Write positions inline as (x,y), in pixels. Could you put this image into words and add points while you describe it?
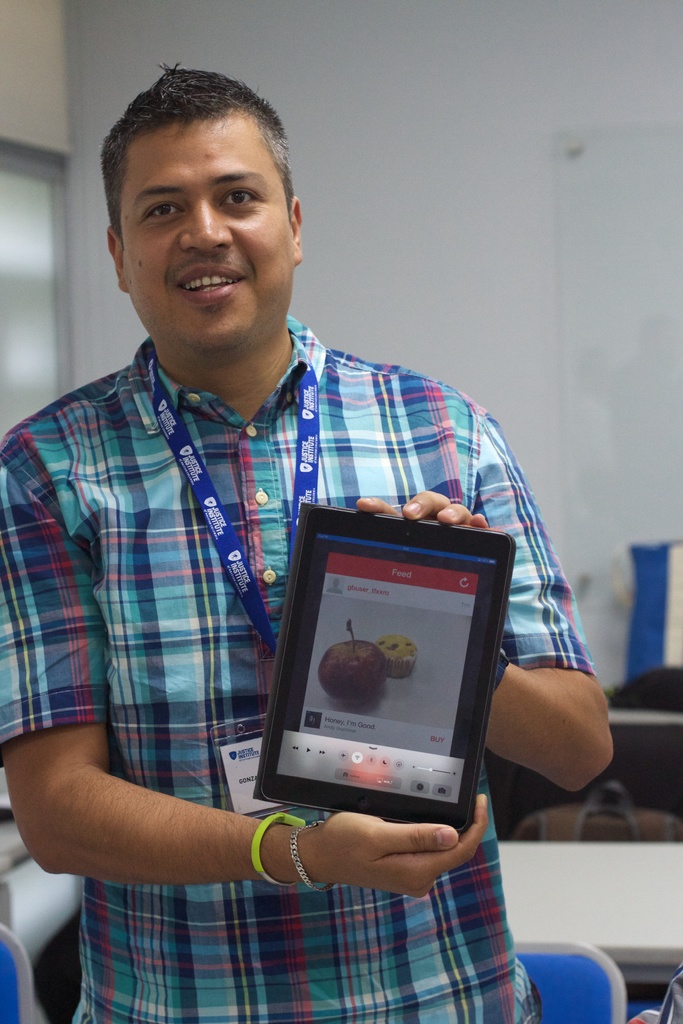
In the foreground of this image (155,849), there is a man (250,990) wearing a ID card (216,536) is holding a tab (342,603). In the background (611,968), there are chairs (20,1001), tables (585,875), few objects (629,838) and the wall (498,173). On the left (48,312), it seems like a window (35,293).
